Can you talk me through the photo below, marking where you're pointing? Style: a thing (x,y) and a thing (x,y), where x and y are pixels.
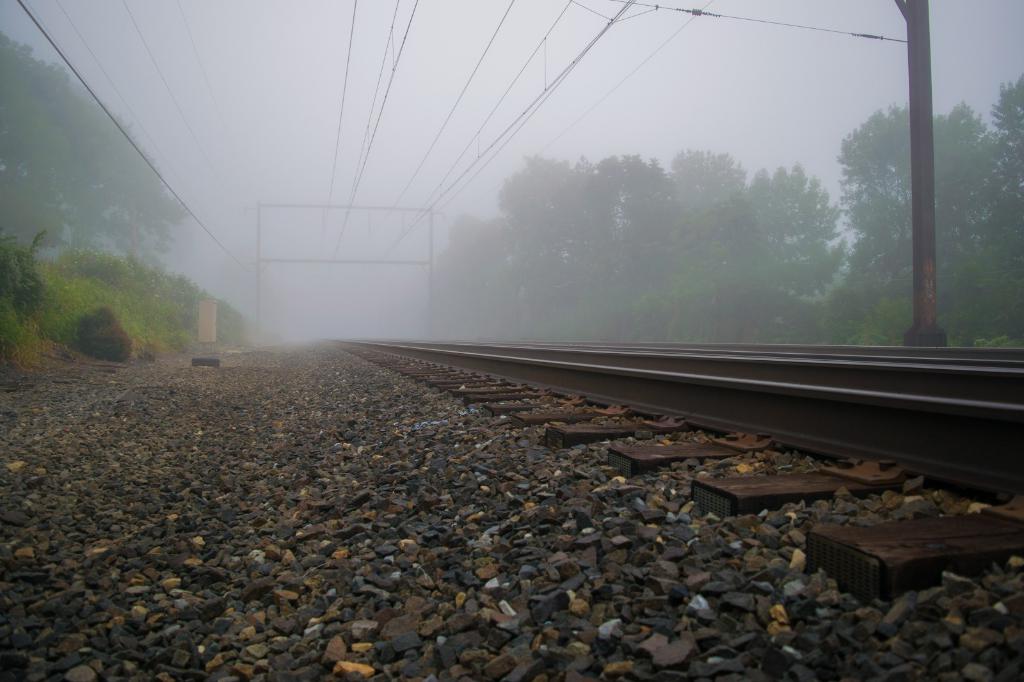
In this picture I can observe a railway track (616,402). There are some stones (310,455) on the land (241,472). On the right side (918,156) there is a pole (922,180). I can observe wires (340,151) in this picture. On either sides of the track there are trees (563,214). In the background (380,253) there is a fog (267,119).
